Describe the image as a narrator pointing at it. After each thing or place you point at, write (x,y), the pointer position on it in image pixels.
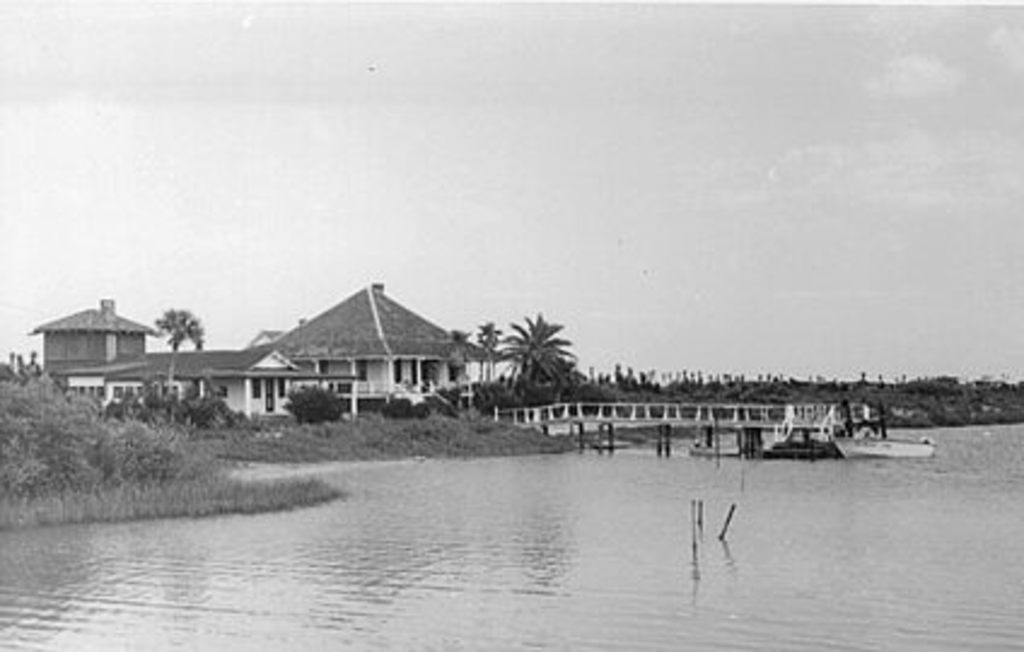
In this image we can see black and white picture. In the center of the image (657,430) there is a bridge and boats (800,455) on the river (610,505). On the left side of the image (108,350) we can see trees (514,355) and buildings (327,375). At the bottom (539,503) there is a river (472,584). In the background (803,186) we can see sky (715,208), plants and trees (475,386).
